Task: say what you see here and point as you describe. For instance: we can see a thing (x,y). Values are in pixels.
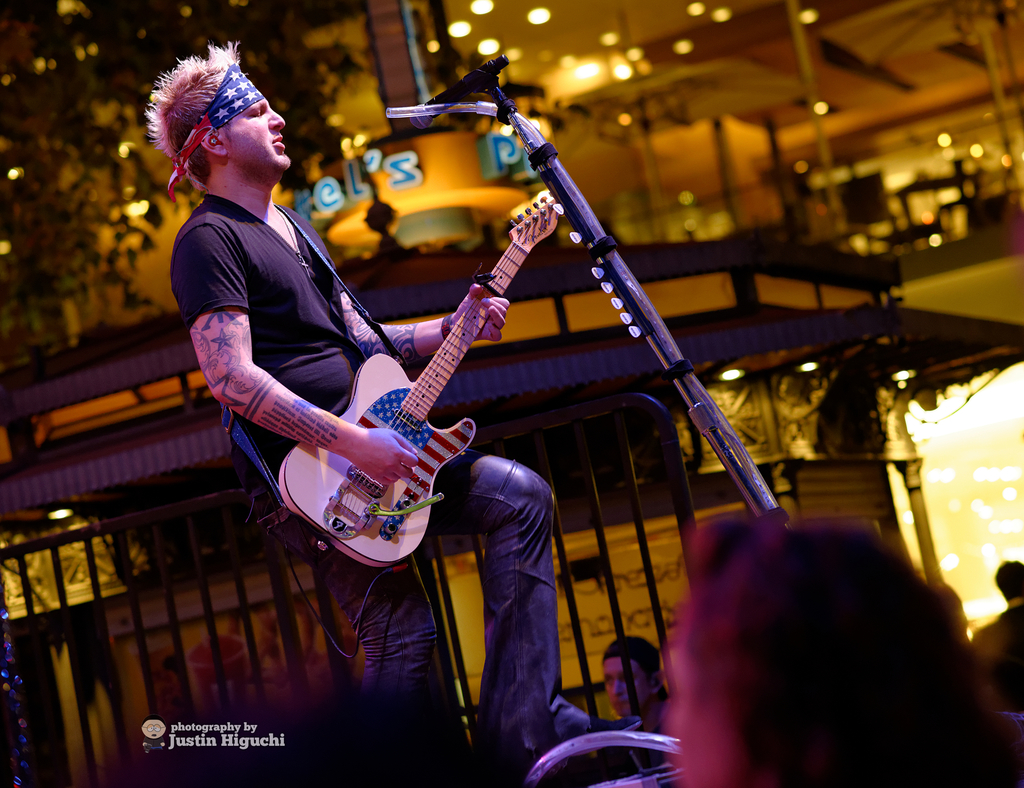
This person (518,669) is playing guitar (399,503) in-front of mic (470,75). These are audience (700,631). Far there is a building (562,54) and tree (133,59).
